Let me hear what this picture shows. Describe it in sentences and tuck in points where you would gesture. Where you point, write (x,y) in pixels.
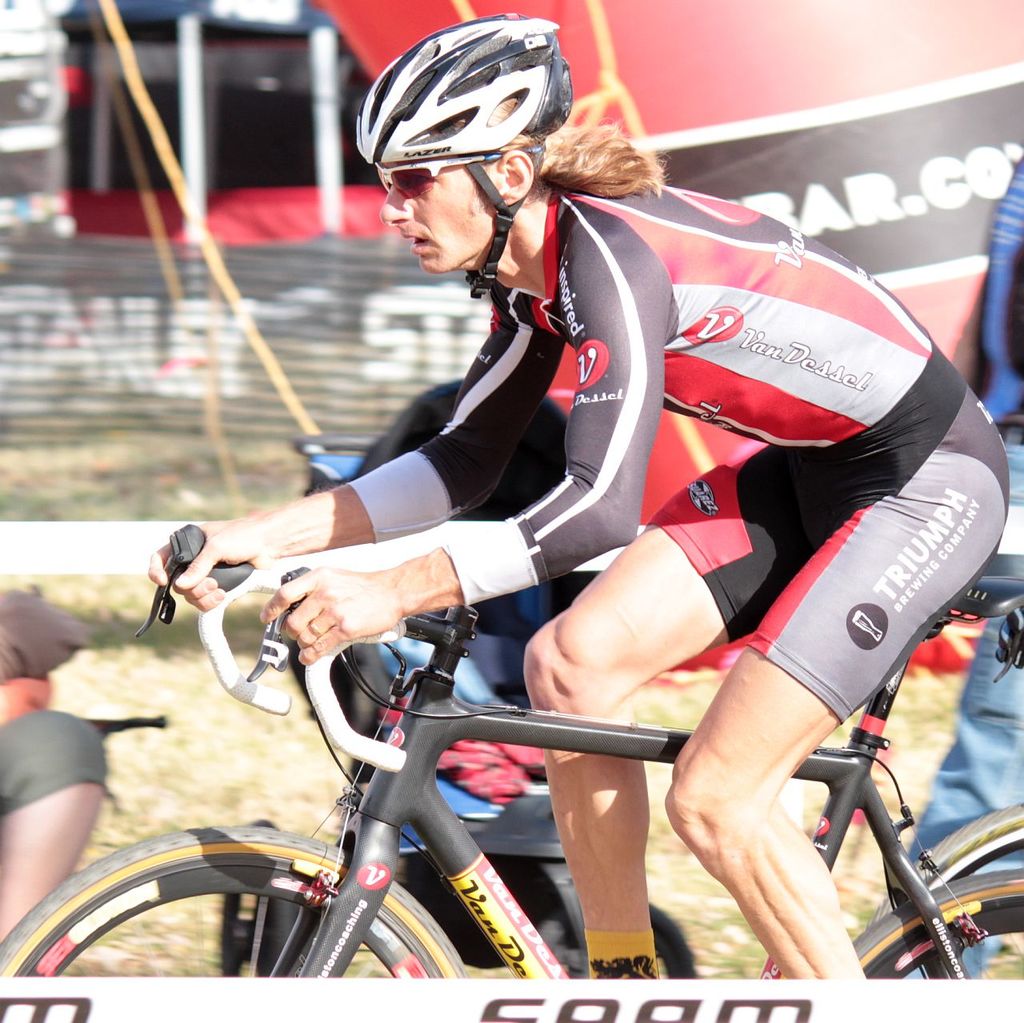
In this image we can see a person (588,239) wearing a dress (776,324) and helmet (457,105) is riding a bicycle (164,888). In the background (429,888), we can see a person (987,345) standing, a bag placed on the ground (134,800), one person (58,775) sitting, banner (787,121) with some text (832,205) and some poles (197,209).
